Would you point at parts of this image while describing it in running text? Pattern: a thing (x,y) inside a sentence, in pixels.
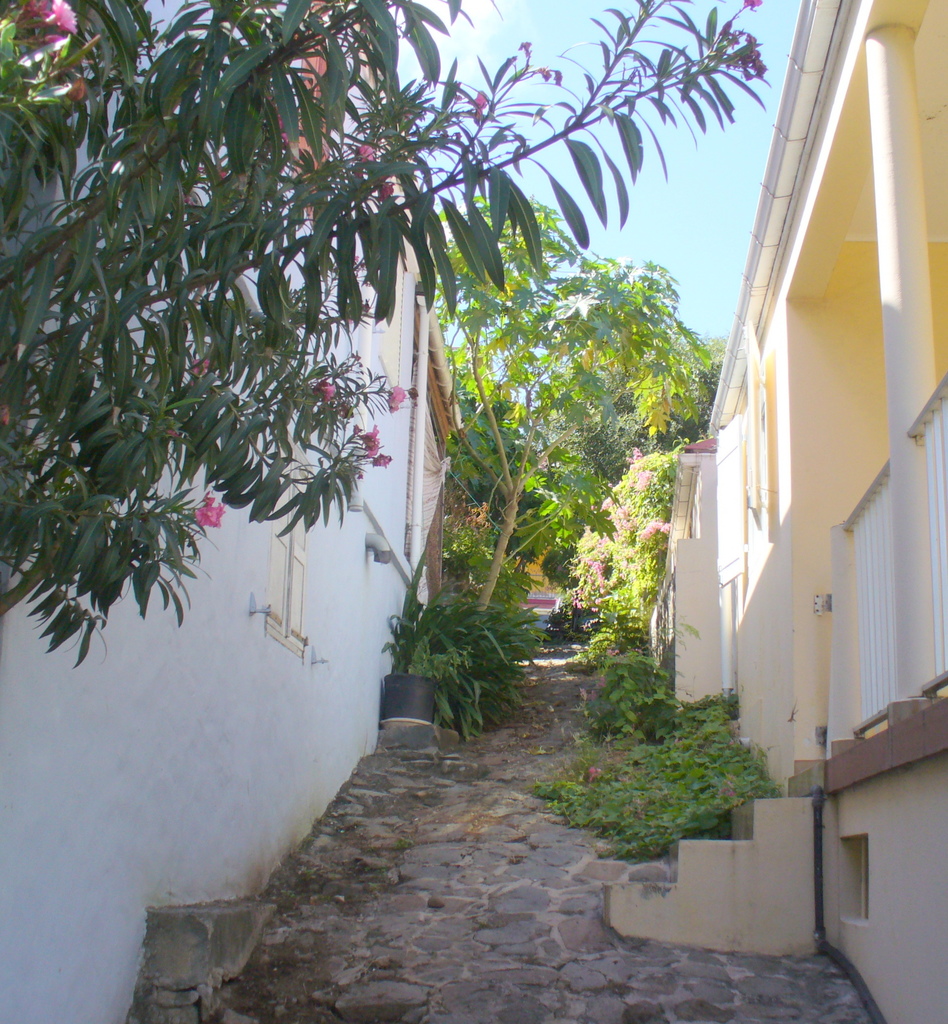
On the left side (101,594), there is a tree (58,245), which is having pink color flowers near a white wall (351,618) of a building (259,835). Which is near a road (280,931). On the right side (908,831), there is another building (869,364) which is having white color fencing (864,612), pillar (922,552) and steps (763,832). In the background (497,565), there are plants (437,628), trees (638,322) and the blue sky (654,119).
